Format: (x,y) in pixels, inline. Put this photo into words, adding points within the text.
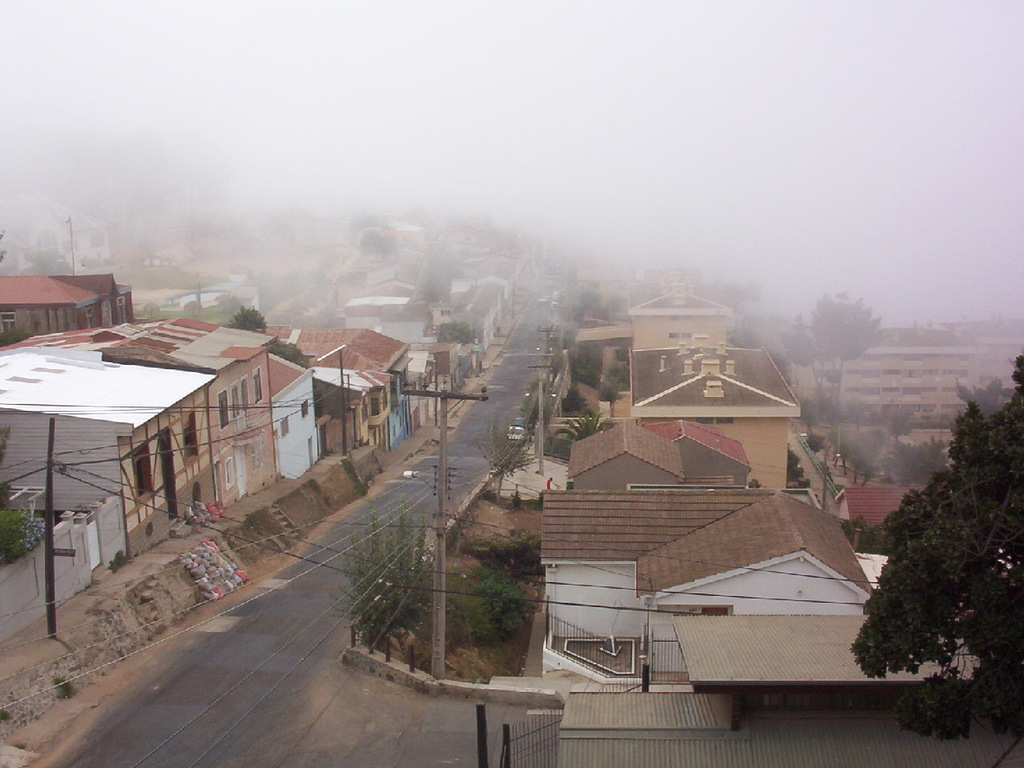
In this image, I can see the view of the town (404,484). These are the houses (358,368). This looks like a road (275,592). I can see a current pole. These are the trees (427,613). In the background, I can see few houses (493,254) are covered with the fog (692,288).
